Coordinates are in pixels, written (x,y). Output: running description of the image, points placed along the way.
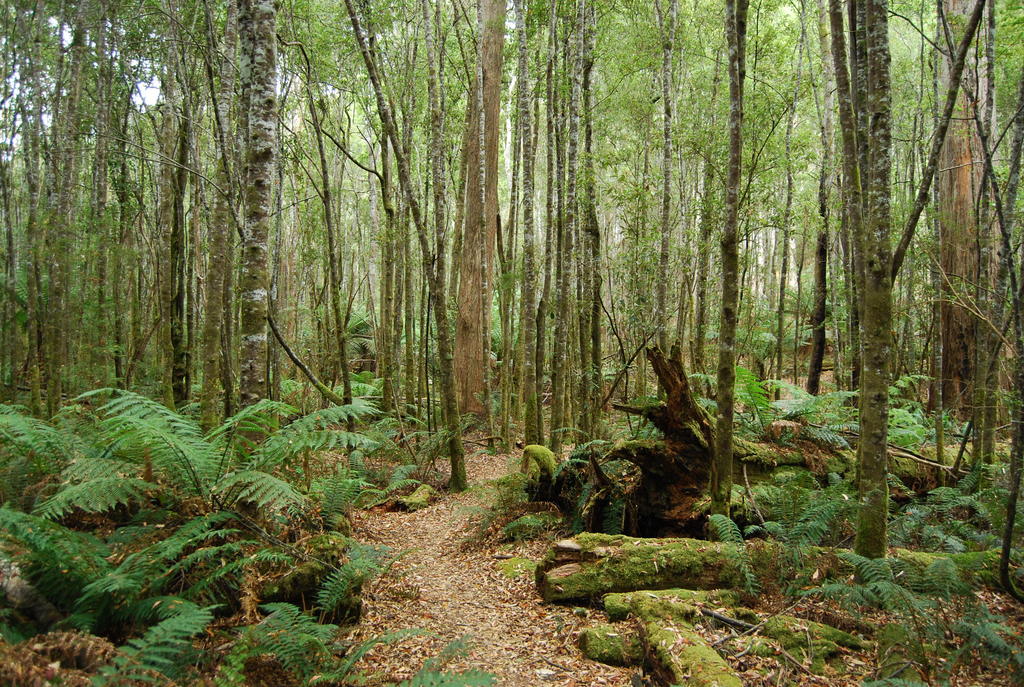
In the image we can see trees (417,178), plants (96,465), wooden logs (684,551), dry leaves (445,594) and the path (468,596).
